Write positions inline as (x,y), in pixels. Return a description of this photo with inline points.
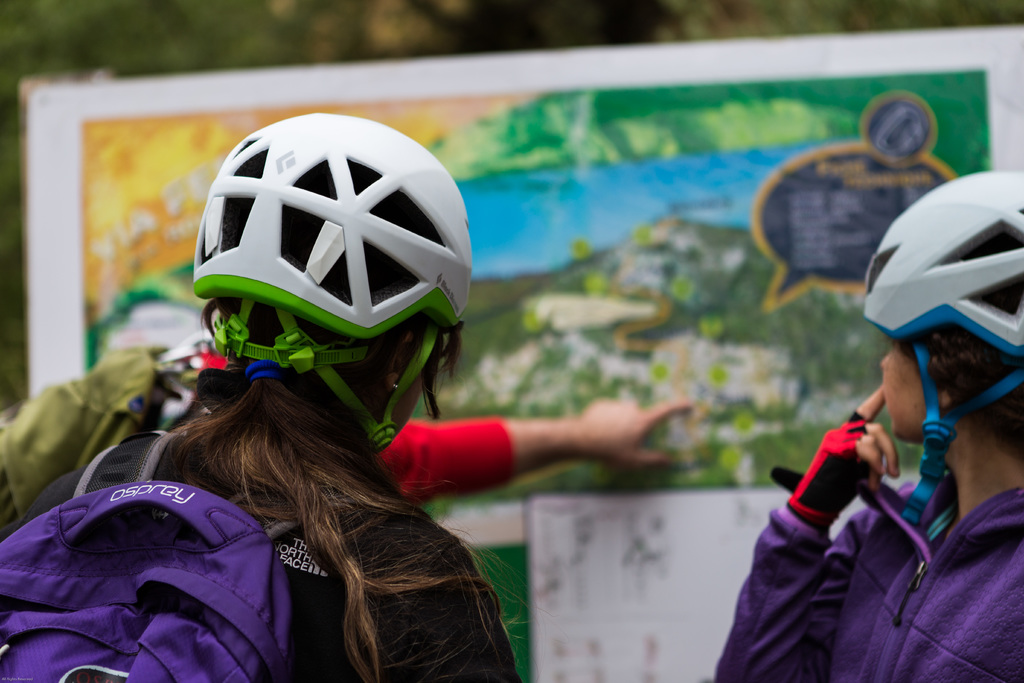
In this image in front (1001,504) there are three persons (502,627). Behind them there is a board (689,278).
